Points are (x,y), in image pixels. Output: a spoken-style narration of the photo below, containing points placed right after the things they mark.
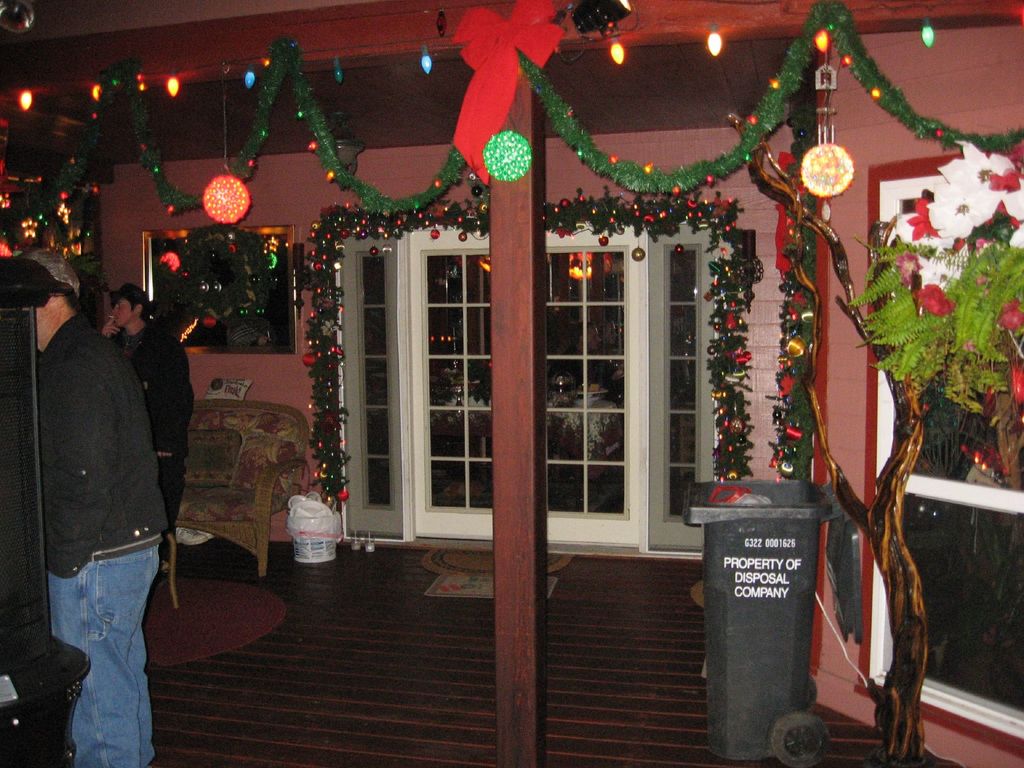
There is a person (116,452), plant (979,341), it seems like a window (954,430), pillar (504,630) and a trash bin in the foreground area of the image (503,490), there is a person (128,303), door (569,310), it seems like sofa (241,413), other objects (171,297) and decorative pieces (608,219) in the background (608,219).
